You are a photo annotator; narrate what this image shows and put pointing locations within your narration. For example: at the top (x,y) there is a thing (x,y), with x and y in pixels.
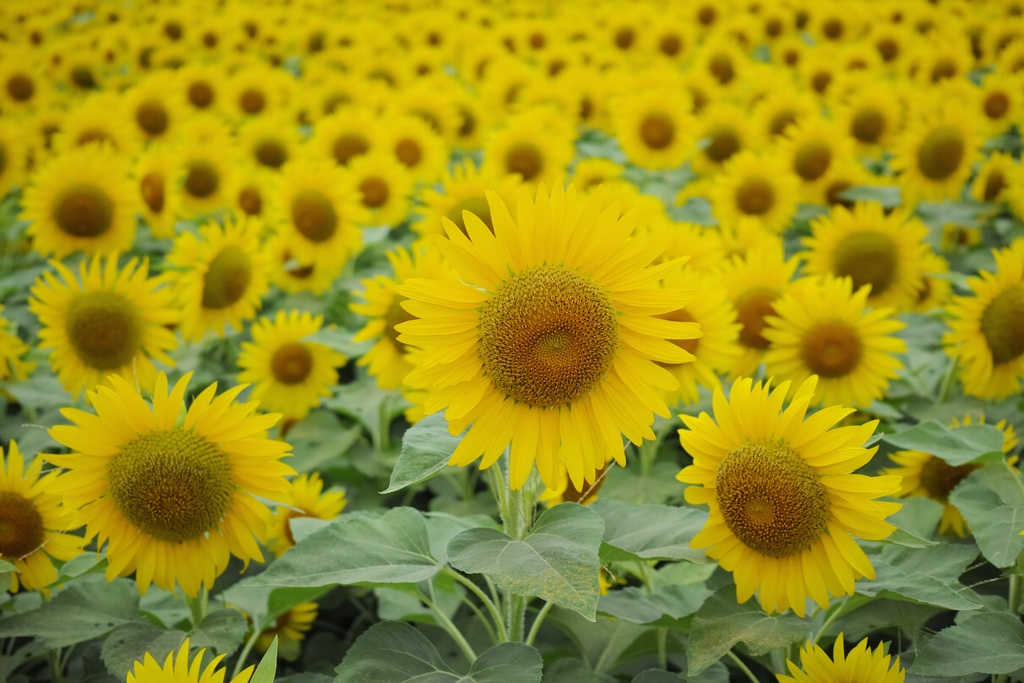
This image consists of sunflowers (514,239) in yellow color along with the green leaves (361,519).
